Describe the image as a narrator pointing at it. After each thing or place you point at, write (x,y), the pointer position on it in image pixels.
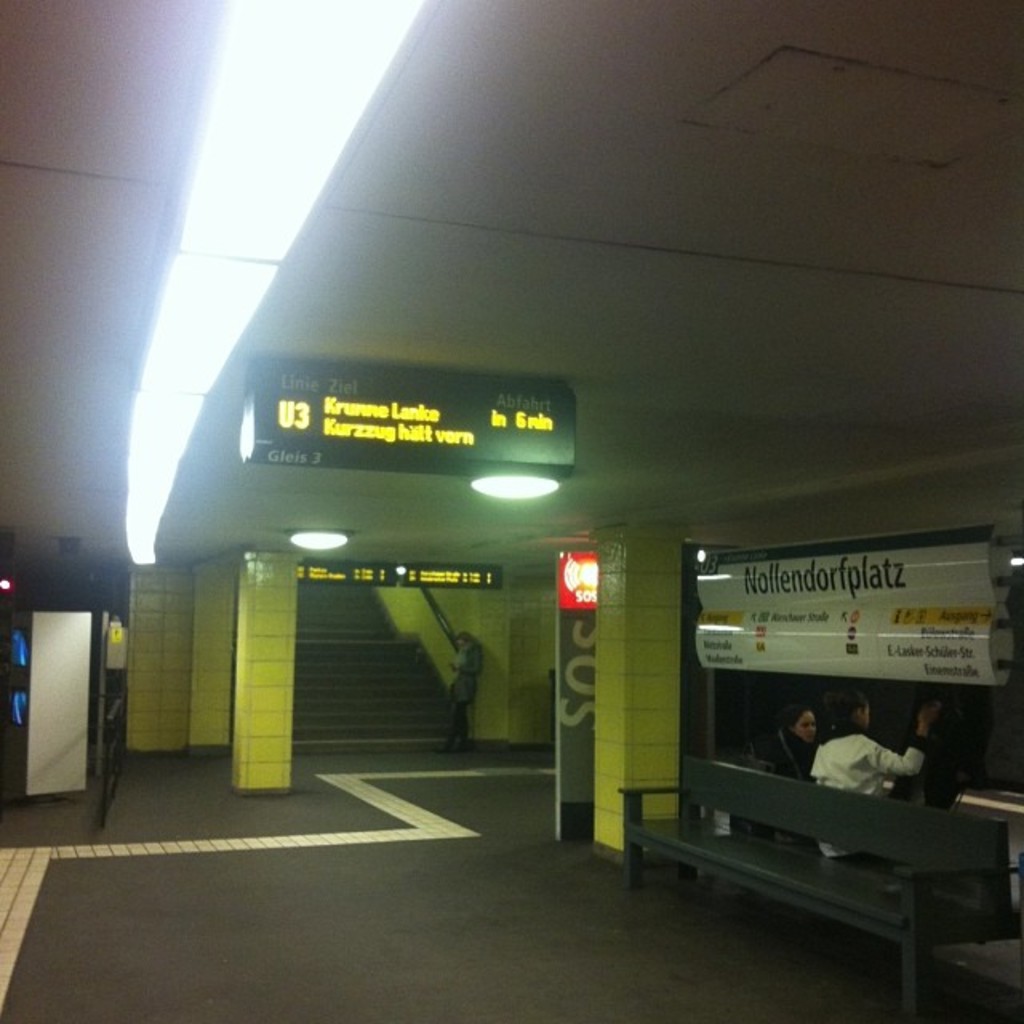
In this image there is a subway (325,846) in that there are benches (853,840), on benches (772,793) two persons (785,771) are sitting and on top (204,272) there is a light (306,106) and a display board (383,406), in the background (383,693) there are steps (394,680), near the steps (441,685) a woman (459,682) is standing.
